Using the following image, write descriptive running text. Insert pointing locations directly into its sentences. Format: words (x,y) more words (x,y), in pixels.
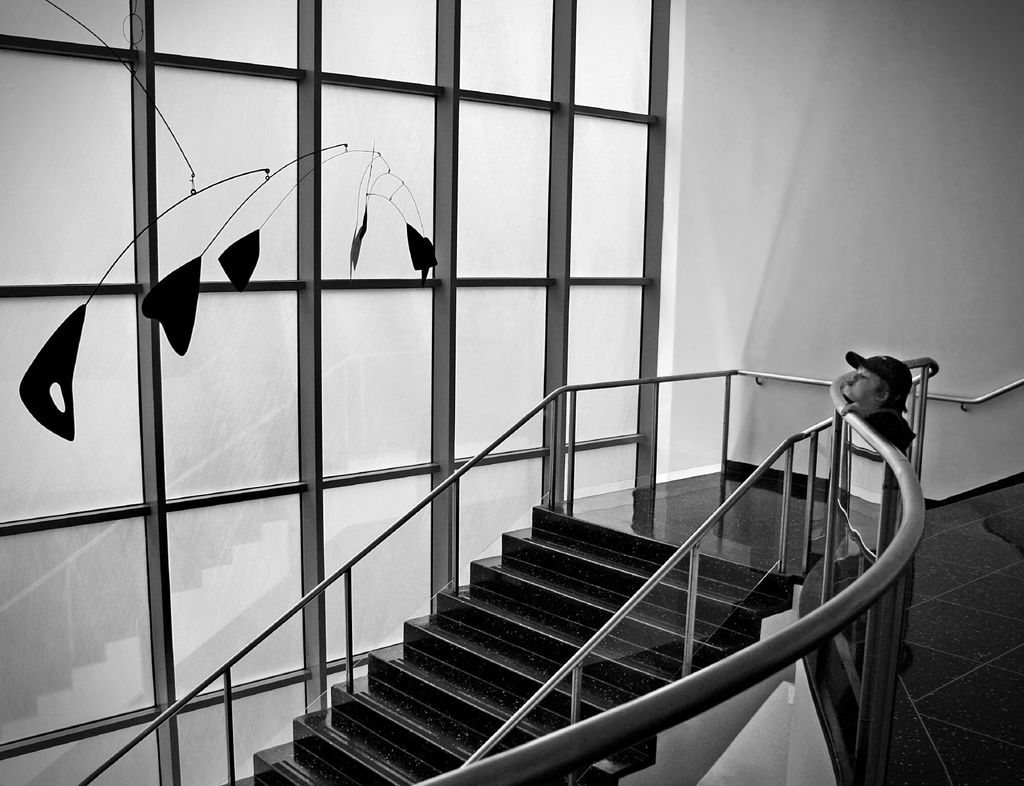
This is a black and white image. In the center of the image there is a staircase (314,770). There is a staircase railing (878,592). There is a boy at the right side of the image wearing a cap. At the background of the image (828,201) there is a wall (747,152).
